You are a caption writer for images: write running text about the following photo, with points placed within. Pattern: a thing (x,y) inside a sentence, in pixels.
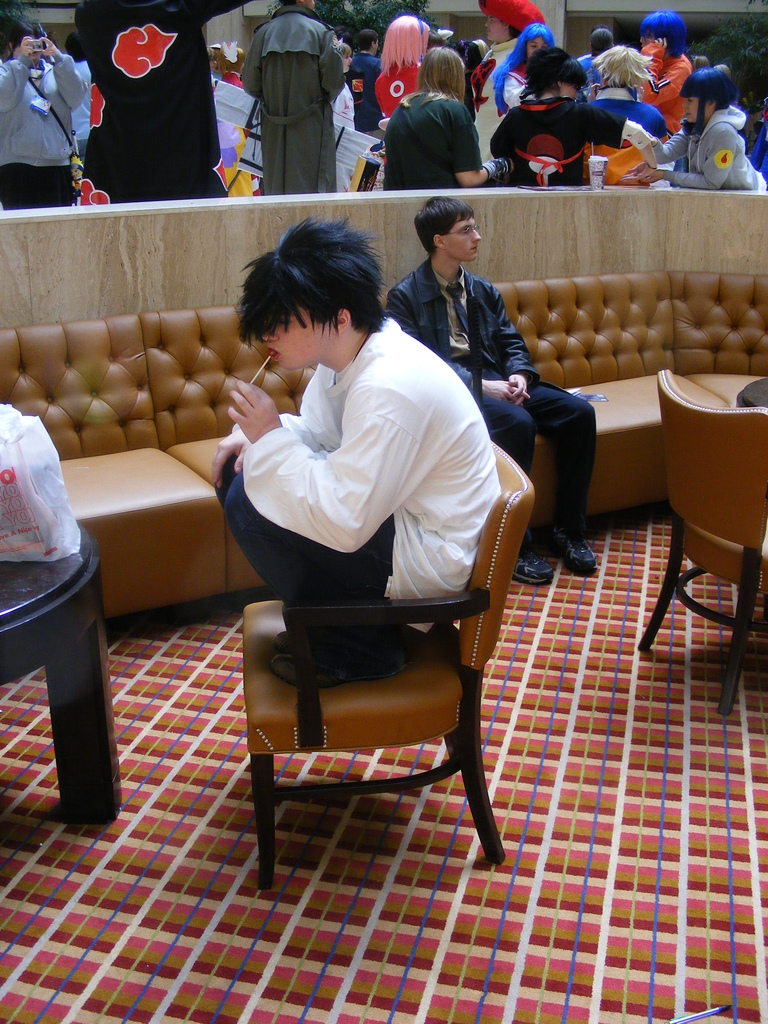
In this picture we can see a man (509,424) sitting on a sofa set (551,471) and a person (464,433) sitting on a chair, in the background (103,199) we can see a group of people (325,115) standing over there and also we can see a tree (372,13), on the left bottom of the image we can see plastic carry bag (38,499).
